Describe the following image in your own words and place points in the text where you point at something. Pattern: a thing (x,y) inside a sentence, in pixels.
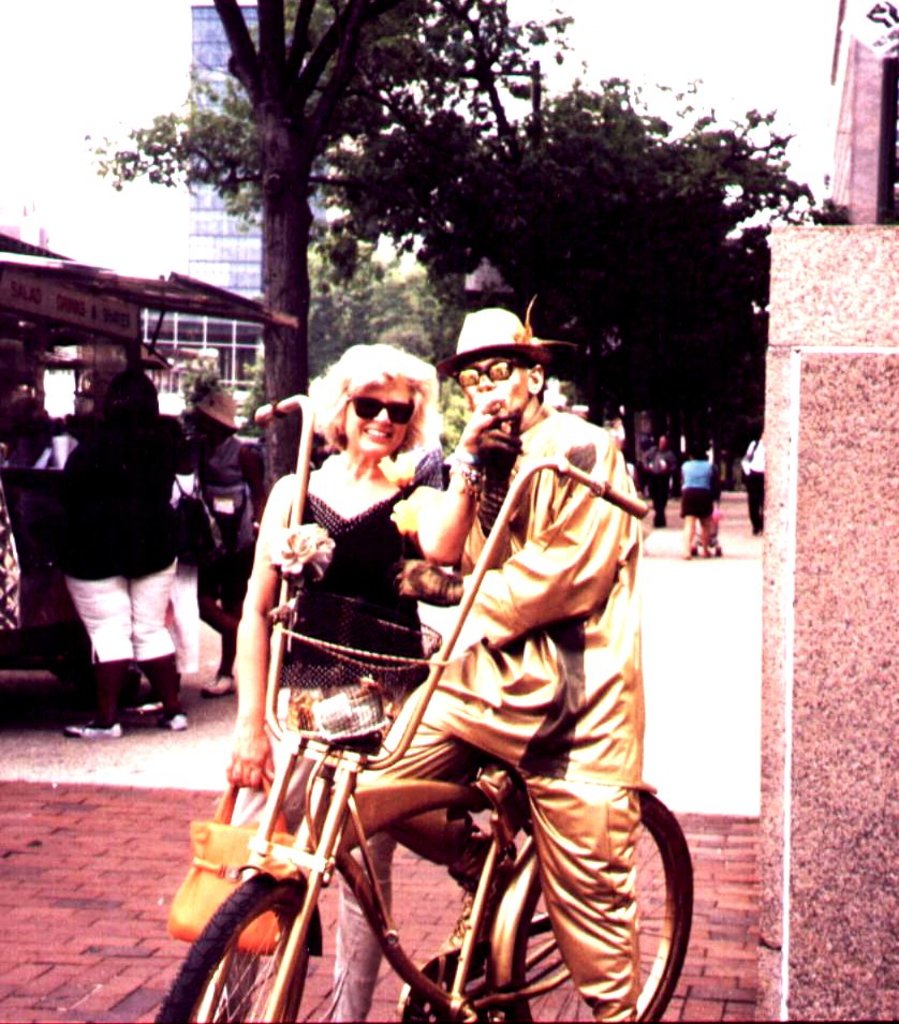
A man (476,879) is standing on the cycle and a woman (382,863) is standing beside him there are trees (369,74) behind them and buildings (199,65).
